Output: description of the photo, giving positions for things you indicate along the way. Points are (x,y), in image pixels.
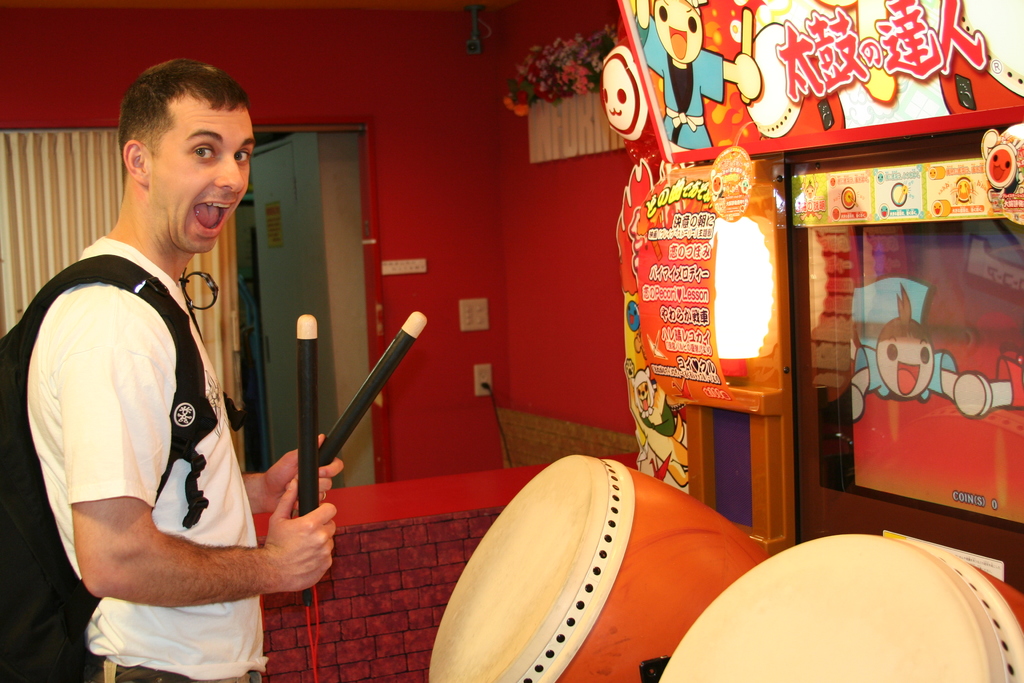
there is a person (176,210) in a room (487,413) playing drums (642,521).
